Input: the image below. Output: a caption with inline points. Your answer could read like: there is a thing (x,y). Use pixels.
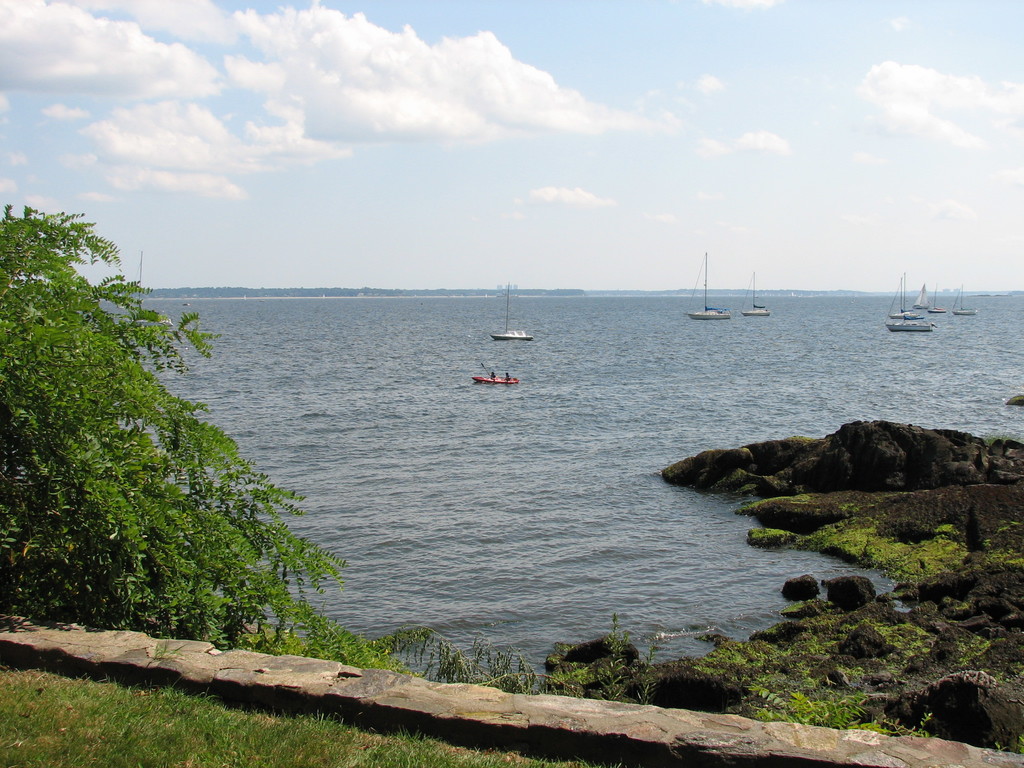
In this image few boats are sailing on the water (651,330). Right side (982,591) there are few rocks (838,593) having grass (894,640). Left side (104,563) there are trees (41,475). Bottom of image (107,720) there is grassland (186,716), beside there is stone slab (425,699). Top of image (387,185) there is sky (489,169) with some clouds (357,60).
